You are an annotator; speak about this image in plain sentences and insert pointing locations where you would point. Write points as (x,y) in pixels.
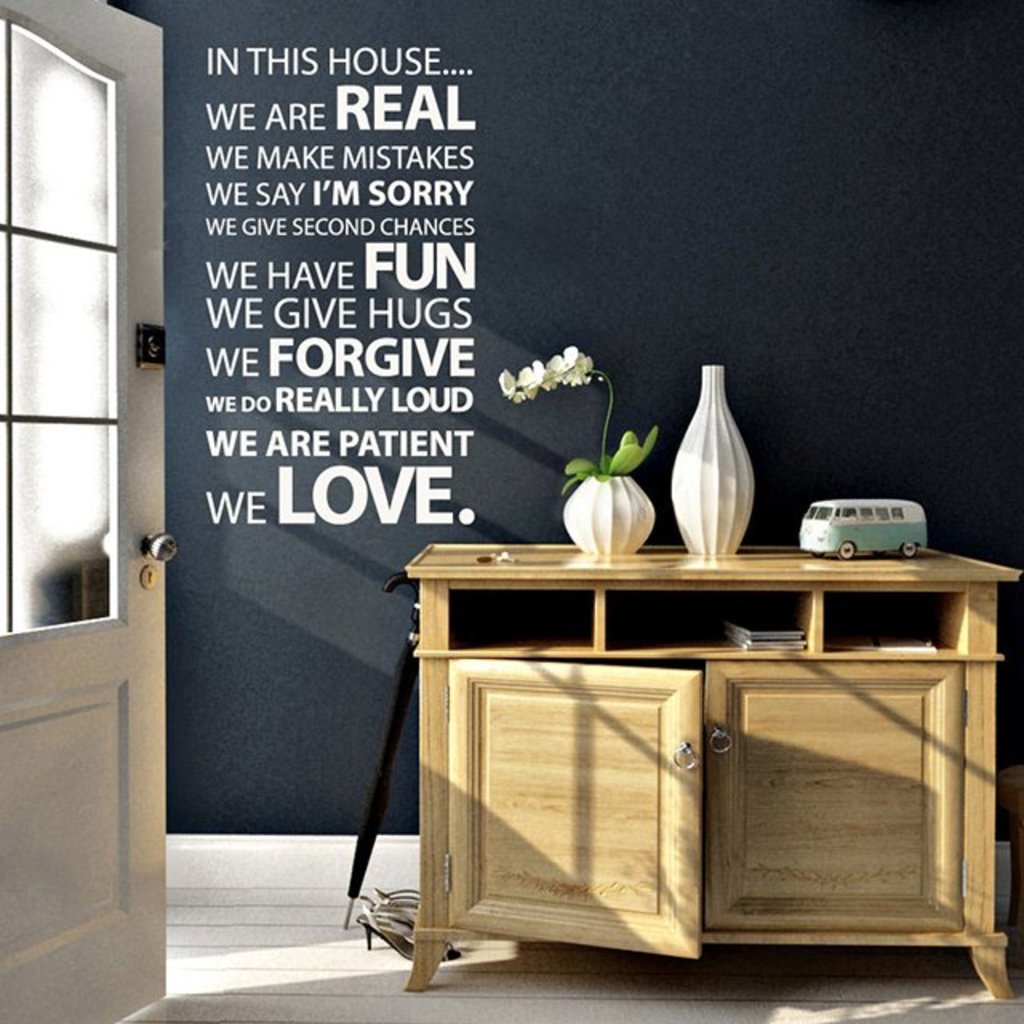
In this picture i could see a table (461,660) with the cabinets (461,909) and some books (763,635) in it and a flower pot (624,528) on the table (571,552) and there is text (275,326) written on the wall (241,204) and a white door (72,250).
